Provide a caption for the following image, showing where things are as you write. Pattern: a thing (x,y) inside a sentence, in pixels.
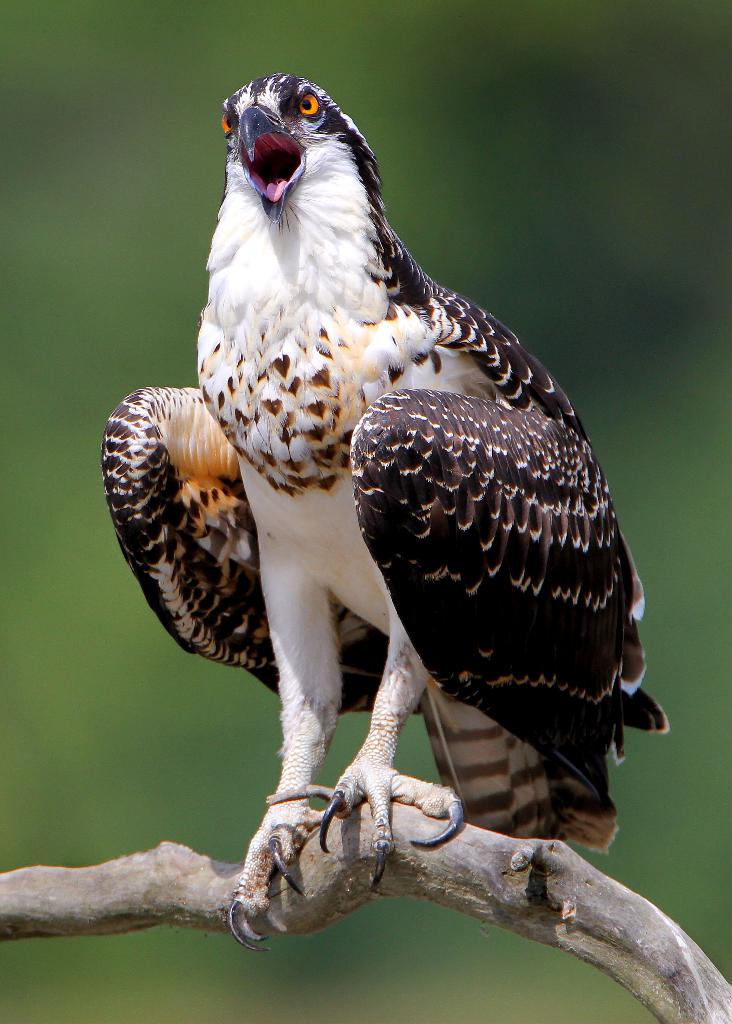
In the foreground of this image (375,582), there is a bird (364,592) on a stem (460,854) and the background (548,217) image is blur.
